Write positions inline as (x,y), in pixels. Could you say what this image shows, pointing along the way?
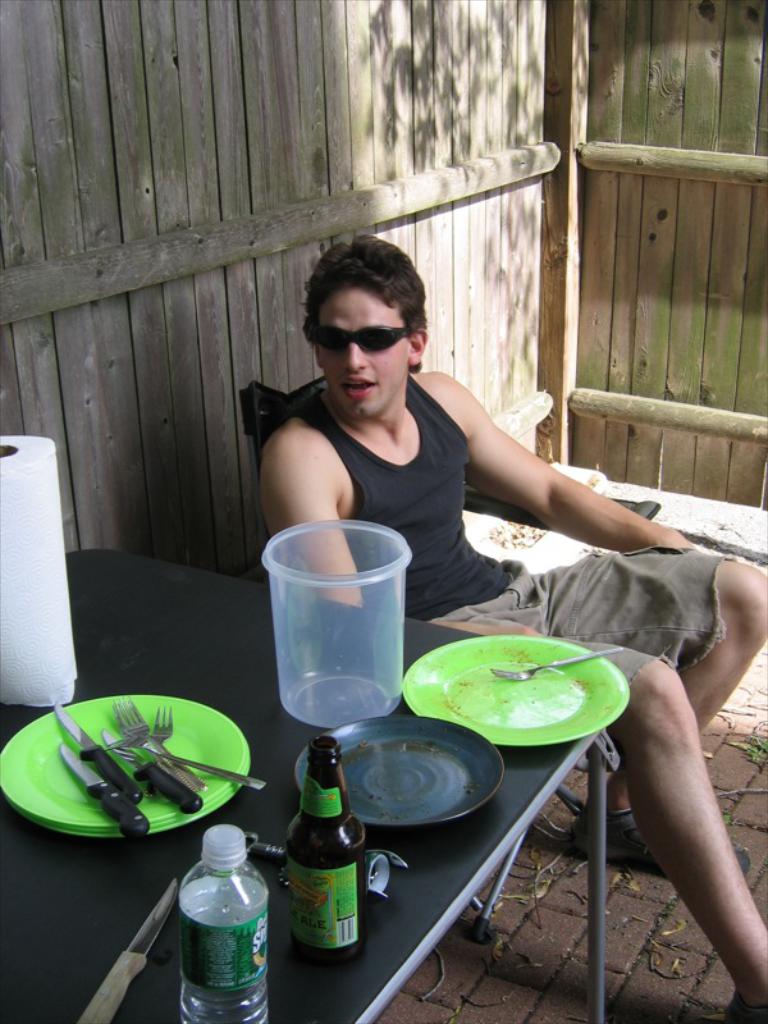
In this picture there is a man (517,494) sitting on a chair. There is a bottle (325,854), knife (141,938), forks (123,735), plates (186,733), tissue roll (34,642), plastic vessel (322,634). There is a table (412,964).
